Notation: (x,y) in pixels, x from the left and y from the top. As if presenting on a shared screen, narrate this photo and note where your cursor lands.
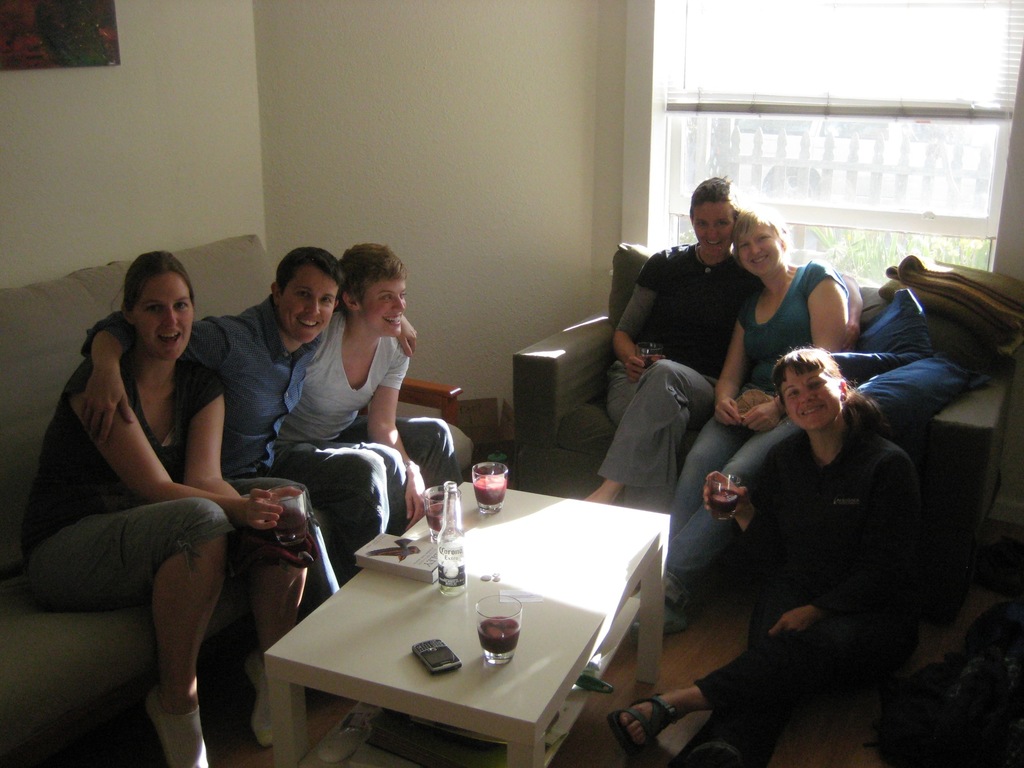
The picture is taken inside a room (416,683). On the sofa (13,592) there are few people (701,298) sitting. On the ground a lady (792,562) is sitting. She is holding a glass (733,503). On the table (510,555) there are glasses (508,612), bottle (450,542), book (424,556) and phone (441,659). in the background (771,88) there is a window (776,130).
